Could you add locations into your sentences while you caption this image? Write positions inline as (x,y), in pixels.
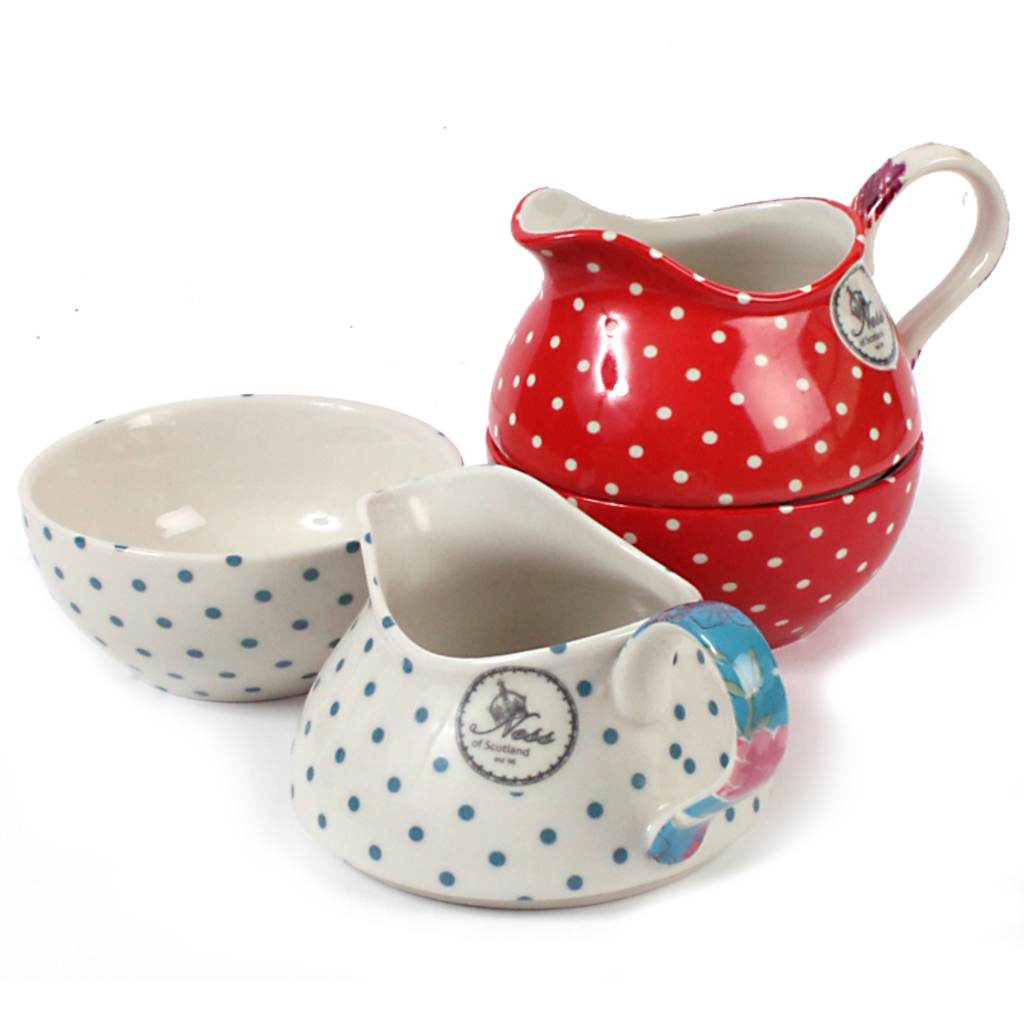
In this image there are jars (596,550) and a bowl (264,532). There is text (482,732) on the jars (602,650). The background (74,158) is white.
